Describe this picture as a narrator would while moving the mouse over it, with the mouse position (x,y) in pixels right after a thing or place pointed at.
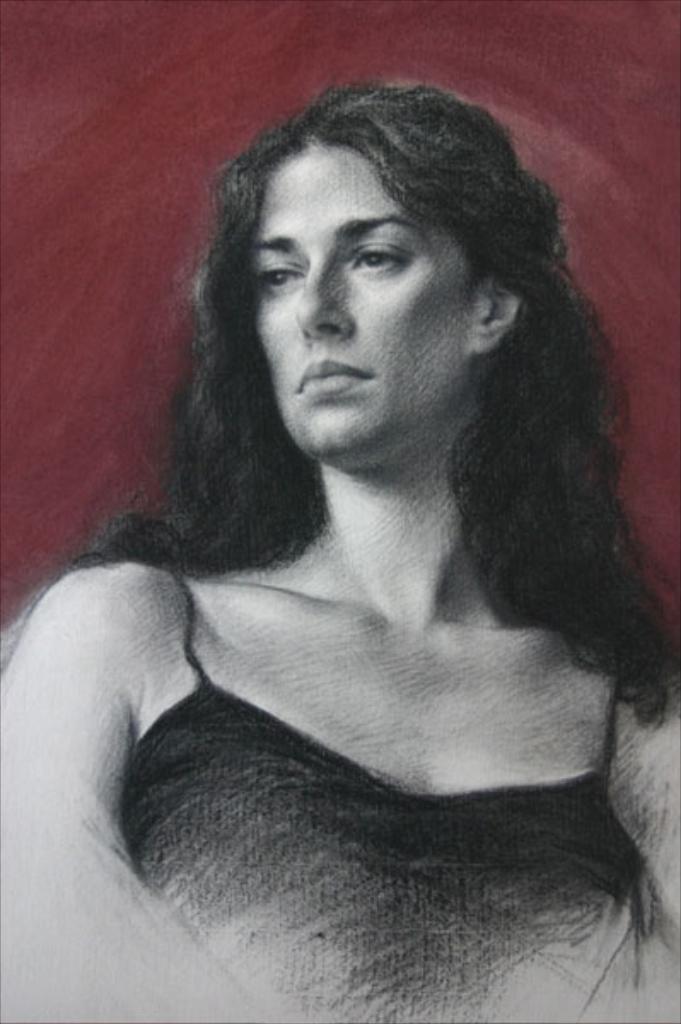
In this picture, it seems like a sketch of a woman (263,378) on the red background.
